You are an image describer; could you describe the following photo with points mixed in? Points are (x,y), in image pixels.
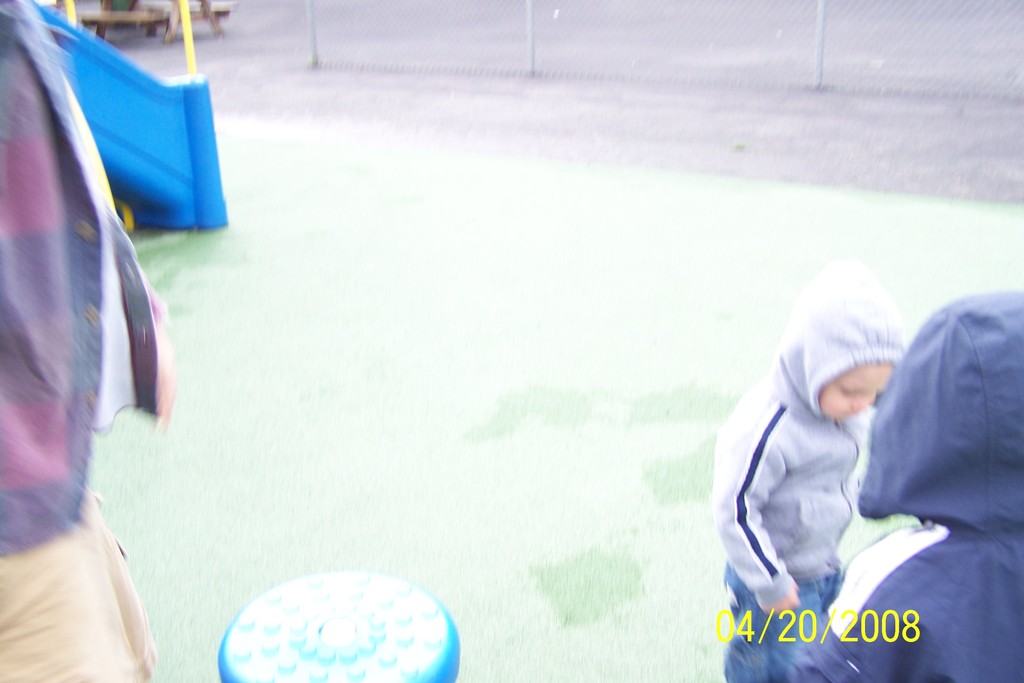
In this image we can see people (945,457). At the bottom (438,648) there is an object (452,661) and we can see a mesh (572,62). There is a bench (172,14).
